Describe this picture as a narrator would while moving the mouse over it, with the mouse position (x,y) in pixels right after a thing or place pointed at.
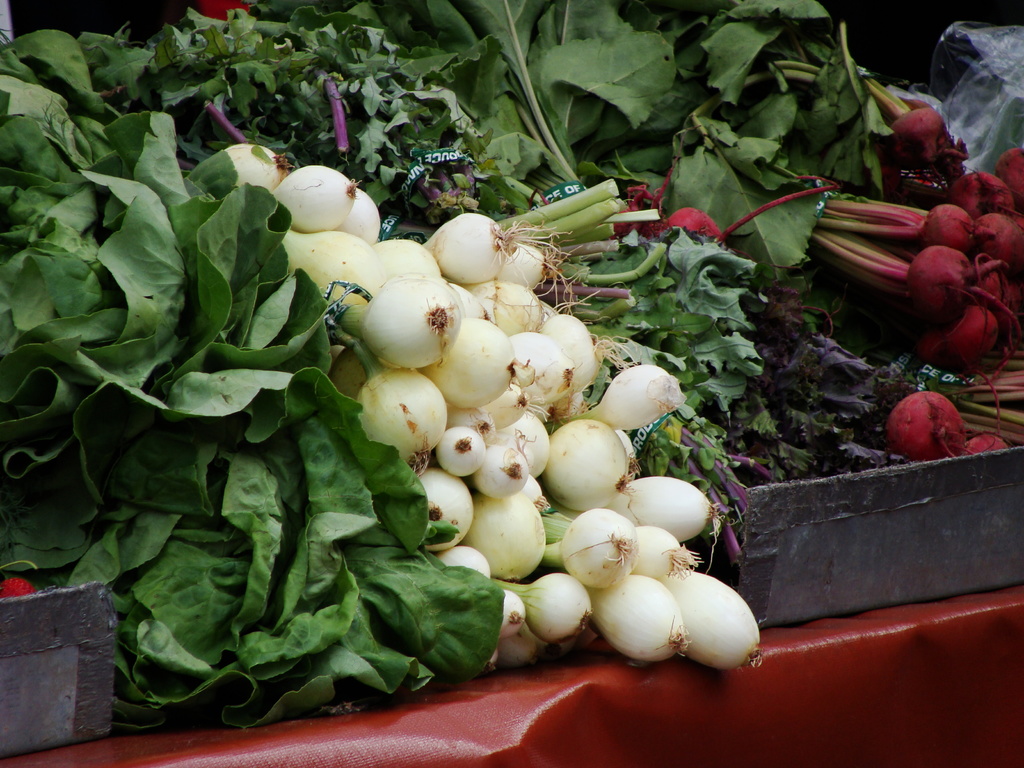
In this image, we can see vegetables (601,159) on the trays (108,614) and there is a sheet (656,695).
